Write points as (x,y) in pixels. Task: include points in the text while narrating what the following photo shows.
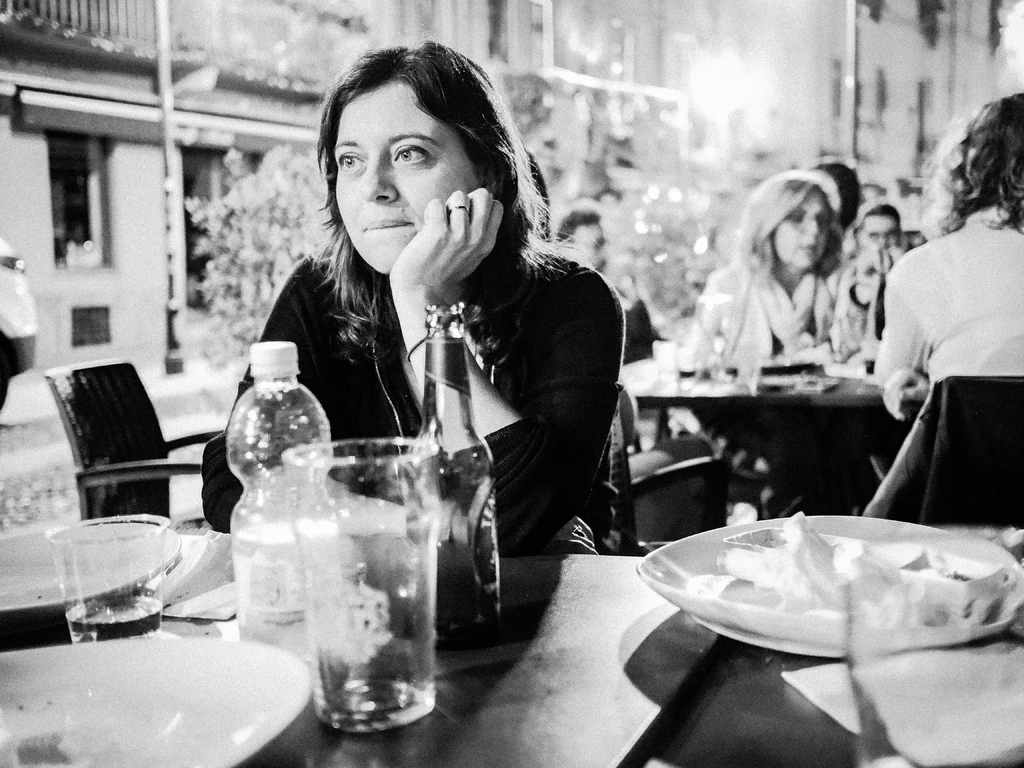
The picture is showing a restaurant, a woman (543,388) is sitting in front of a table (636,697), she is thinking something by looking at somewhere, to the left of her there is a chair (137,482), on the table (503,586) in front of her there are glasses (395,547), bottles (456,545), plates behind her there are also other people (908,336) who are sitting and talking, in the background (259,176) there is a tree (235,206) and a building (190,41).
